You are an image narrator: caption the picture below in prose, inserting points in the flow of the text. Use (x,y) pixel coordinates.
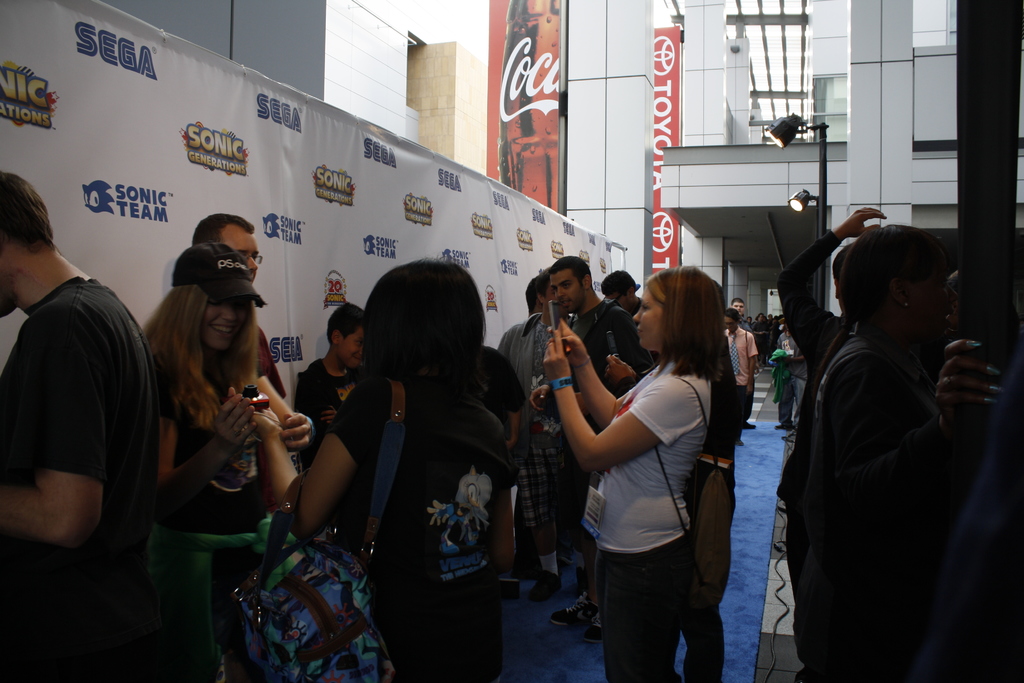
As we can see in the image there is a building (612,59), banner (415,234) and mat (764,487). There are group of people (586,412), lights (804,190) and the woman (427,380) standing in the front (439,455) is holding a handbag (306,567). The woman (698,371) standing in the middle (671,371) is holding a mobile phone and wearing white color dress (626,406).
